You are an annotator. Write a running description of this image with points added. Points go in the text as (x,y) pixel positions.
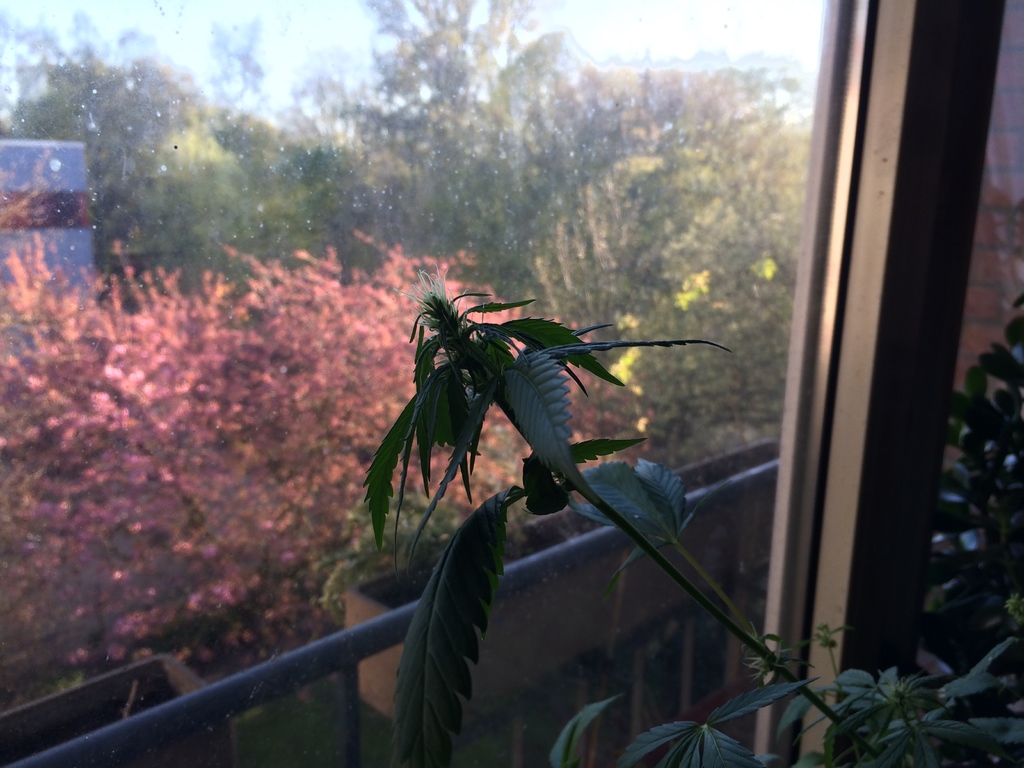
In this image there is a glass door (594,275) and few plants (941,561), outside the glass door (529,289) there are few trees (362,214) and the sky (519,34).
